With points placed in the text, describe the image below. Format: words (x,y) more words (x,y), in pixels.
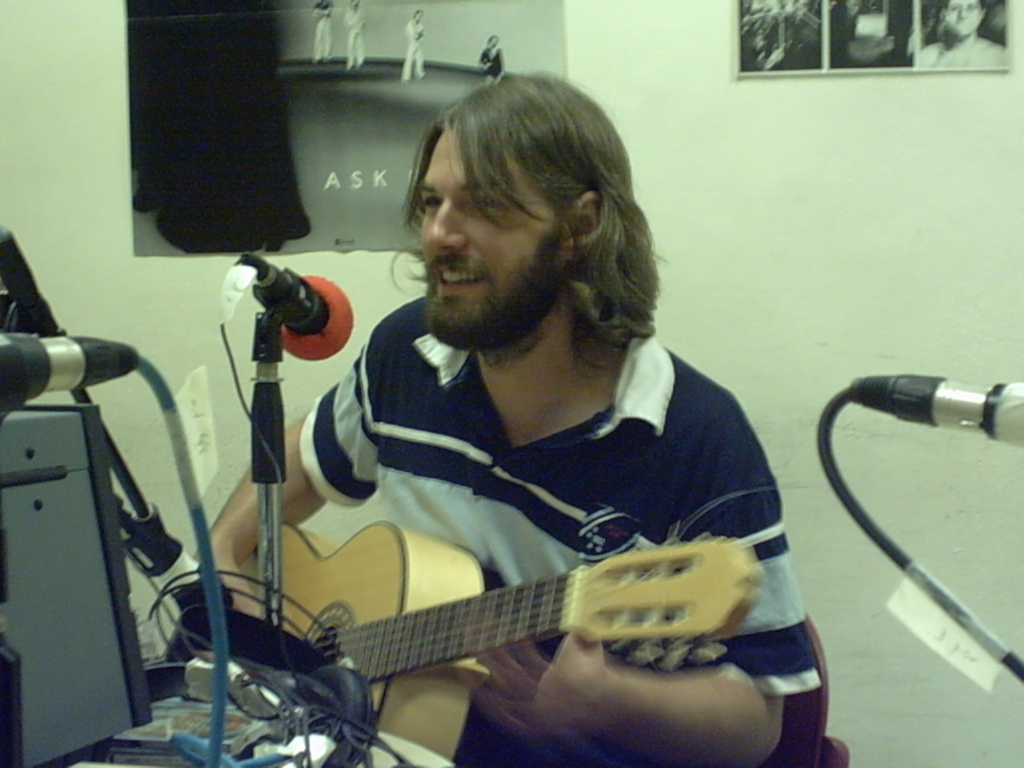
A man (623,538) is sitting on chair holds a guitar (404,553). In-front of this man (500,216) there is a mic (325,302) and holder (260,423). On a wall (874,294) there are different type of pictures (749,50). This are cables (293,679).
